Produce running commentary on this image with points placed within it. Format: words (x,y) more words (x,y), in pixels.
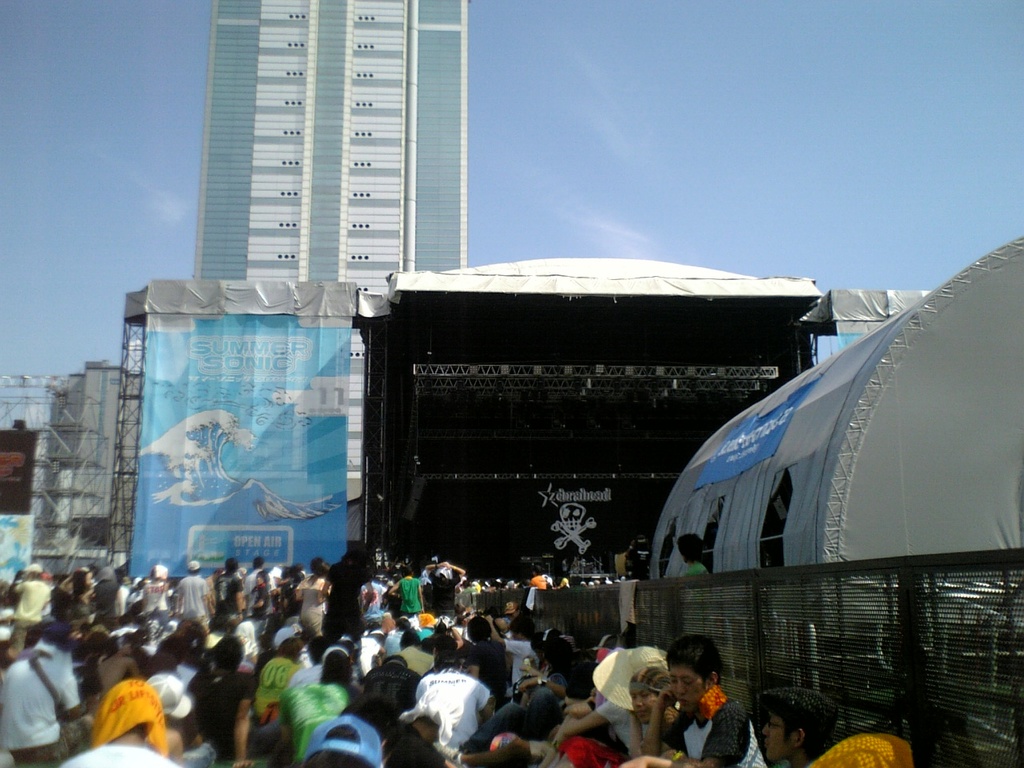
In front of the image there are a few people (568,696) sitting. There are a few standing. There are a few objects (548,557) on the stage (548,560). There is a roof top (578,287) supported by metal rods (620,385). On the right side of the image (879,610) there are clothes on the metal fence (928,702). There is a tent (859,483). In the background of the image (286,442) there are banners (157,344), buildings (370,191). At the top of the image (718,122) there is sky (752,127).
